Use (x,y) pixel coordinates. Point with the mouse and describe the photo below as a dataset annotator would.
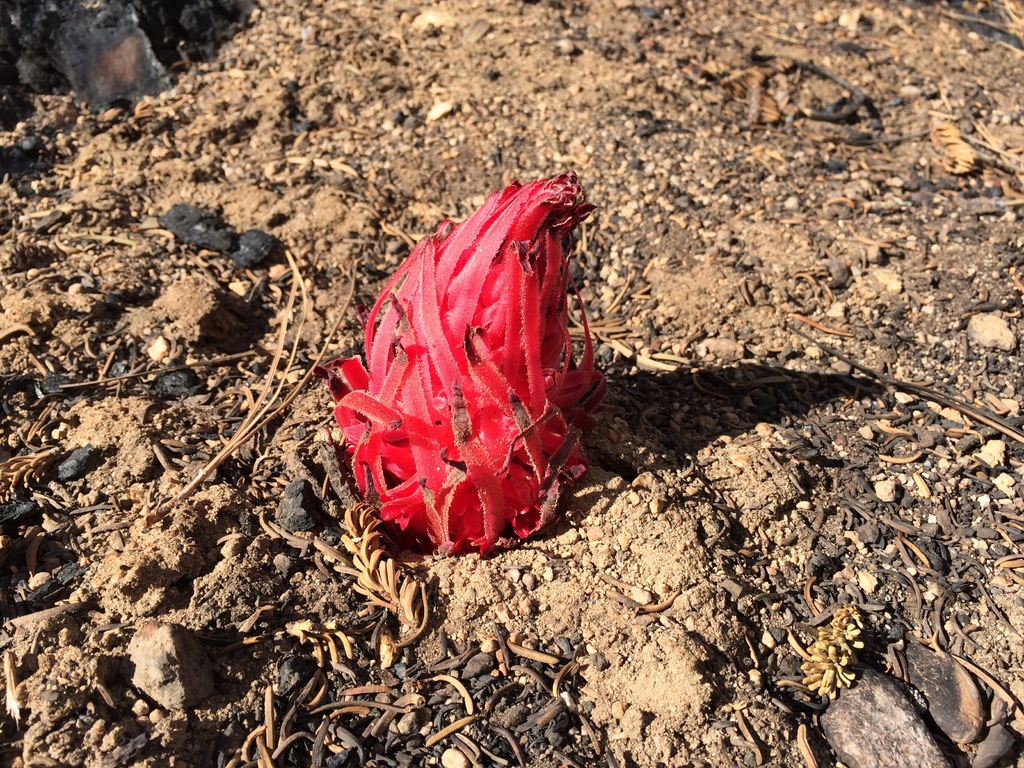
In this picture we can see the ground (38,504) and its completely messy. We can see the twigs (848,359) and a red plant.
